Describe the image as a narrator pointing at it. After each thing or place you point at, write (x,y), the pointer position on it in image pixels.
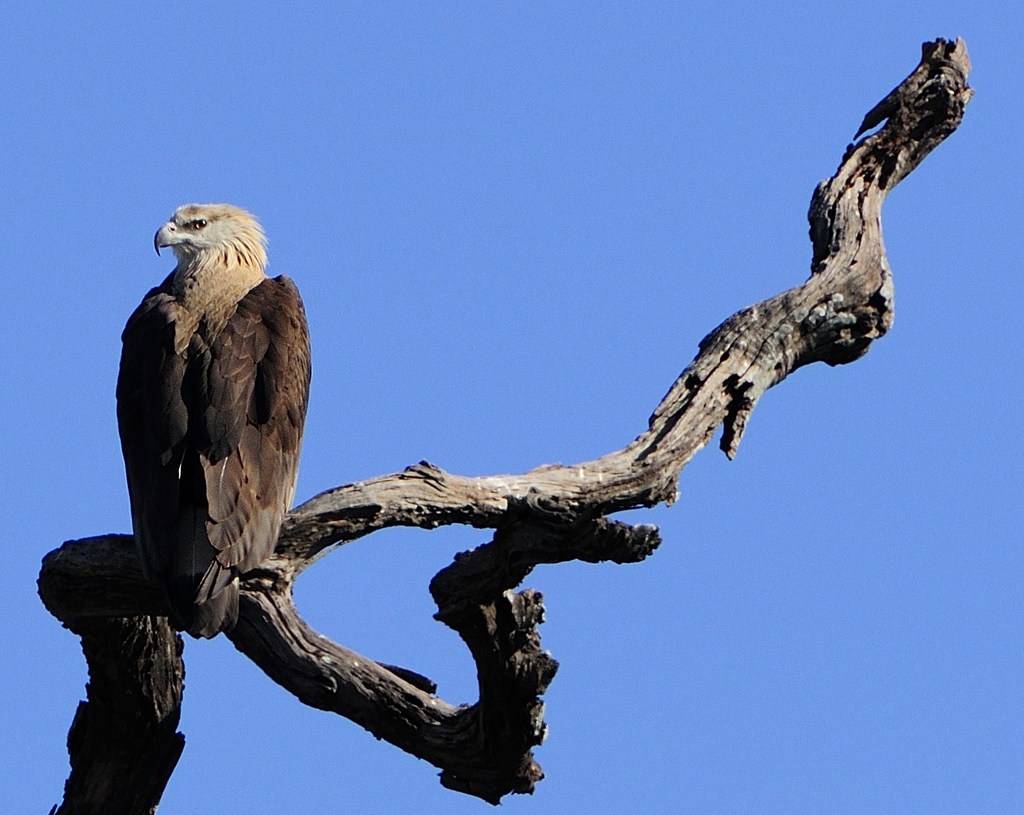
In this image in the front (247,448) there is a bird (185,418) standing on the branch (422,521) of a tree (343,653).
